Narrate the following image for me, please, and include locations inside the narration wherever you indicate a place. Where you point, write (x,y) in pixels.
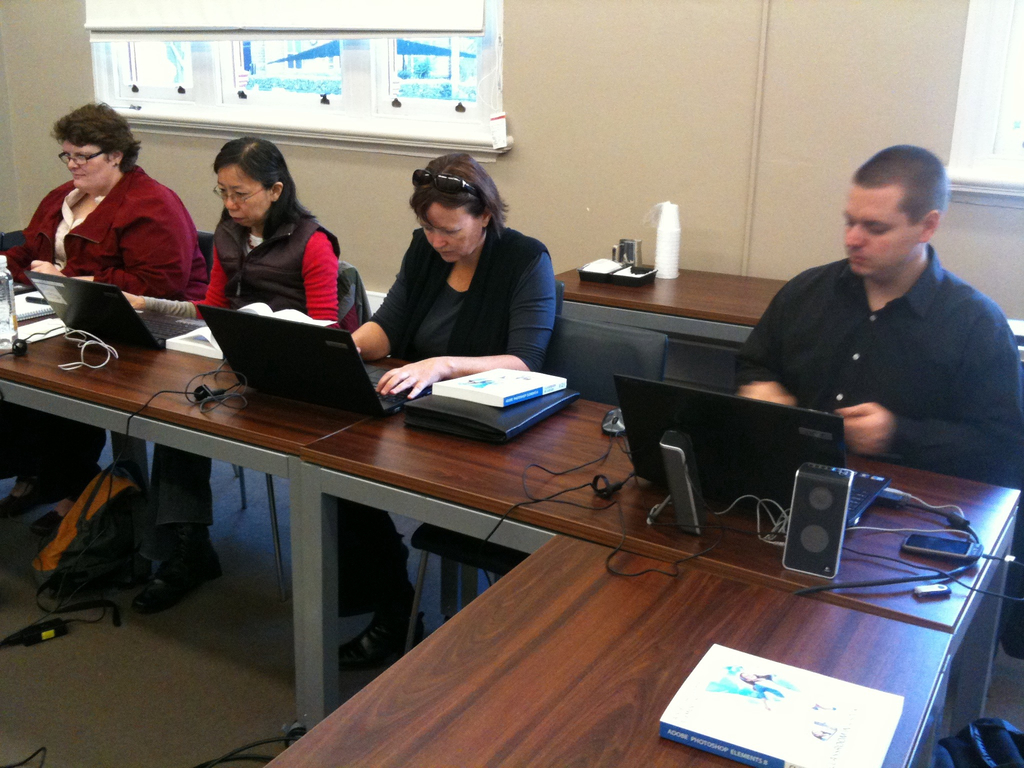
In this image I can see the four people (892,380) are sitting. In-front of them there is a laptop (760,438), speakers (805,529), books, wires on the table (573,660). And we can also see the bag (90,532) on the floor (114,688). At the back (616,120) there's a wall (646,119) with window blind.
